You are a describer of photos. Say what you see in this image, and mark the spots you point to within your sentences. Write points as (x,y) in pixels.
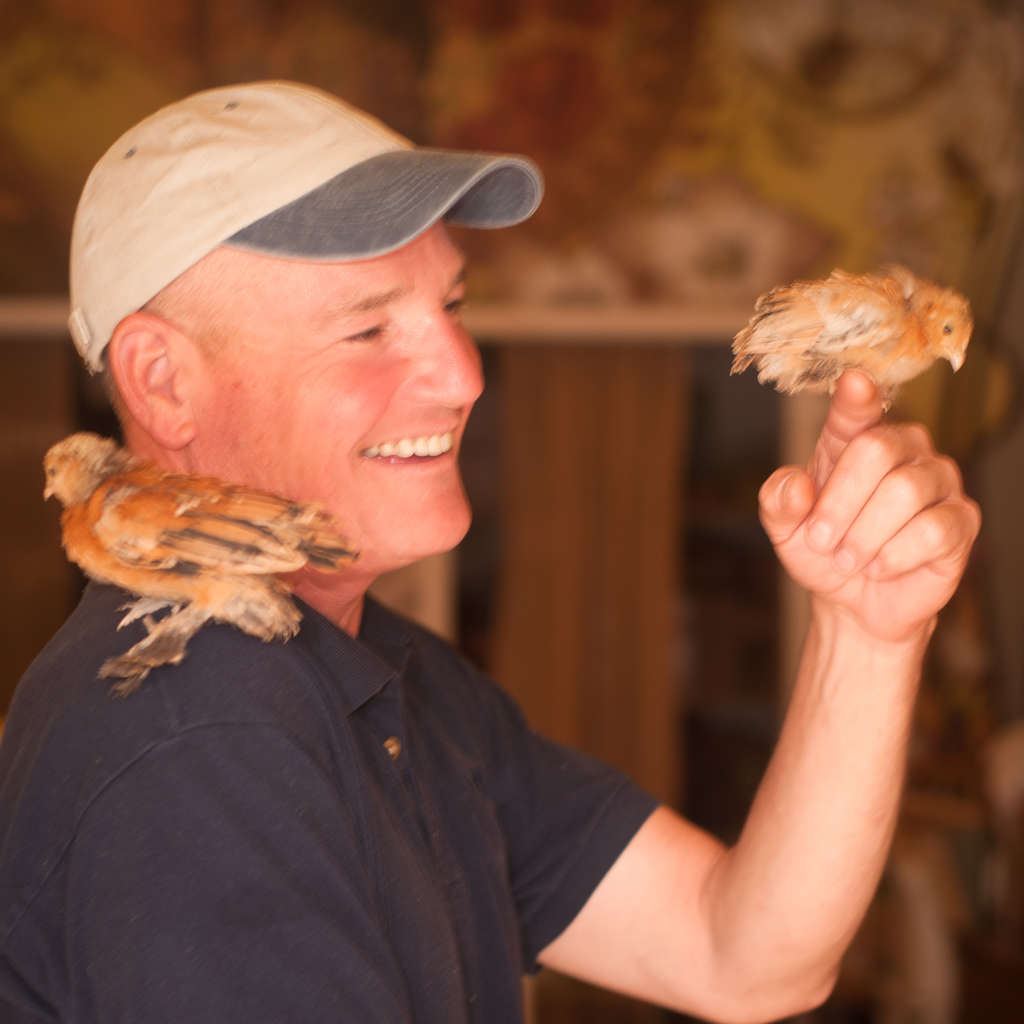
In the foreground of this image (370,652), there is a man (349,578) wearing a cap (316,203) and there are two birds (870,362), one is on a finger (846,397) and one is on his shoulder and background (798,174) image is blur.
